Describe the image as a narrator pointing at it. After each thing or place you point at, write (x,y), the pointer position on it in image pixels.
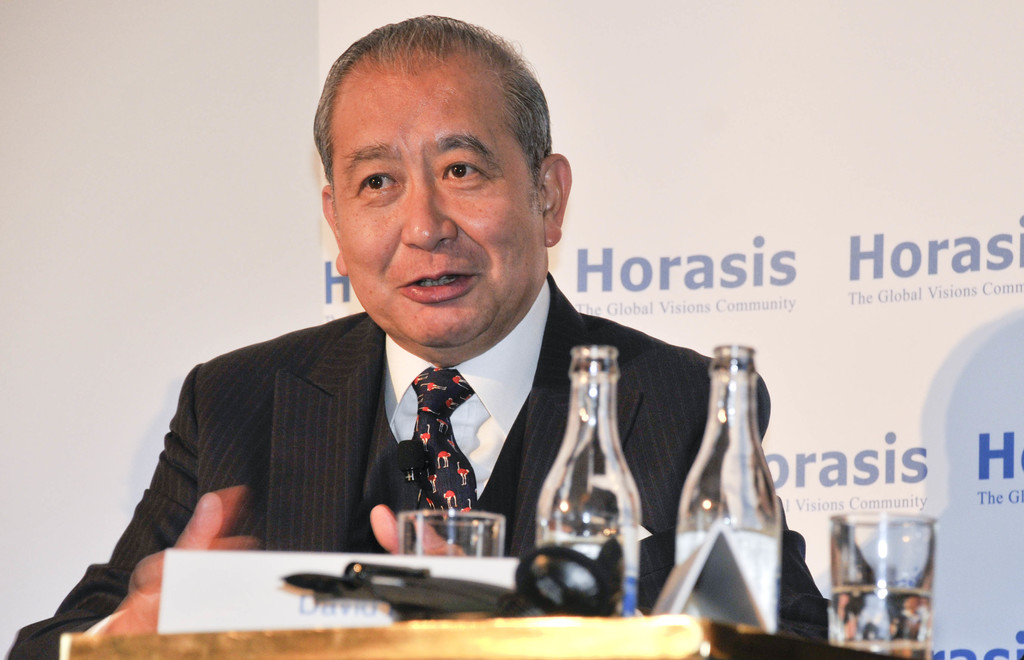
In this picture we can see man (336,425) wore blazer (336,410), tie (424,413) talking on mic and in front of him we can see glass (456,511), two bottles (596,520), name board (225,584) and other glass (857,602) with water (924,601) in it and in background (883,418) we can see banner (652,263).
